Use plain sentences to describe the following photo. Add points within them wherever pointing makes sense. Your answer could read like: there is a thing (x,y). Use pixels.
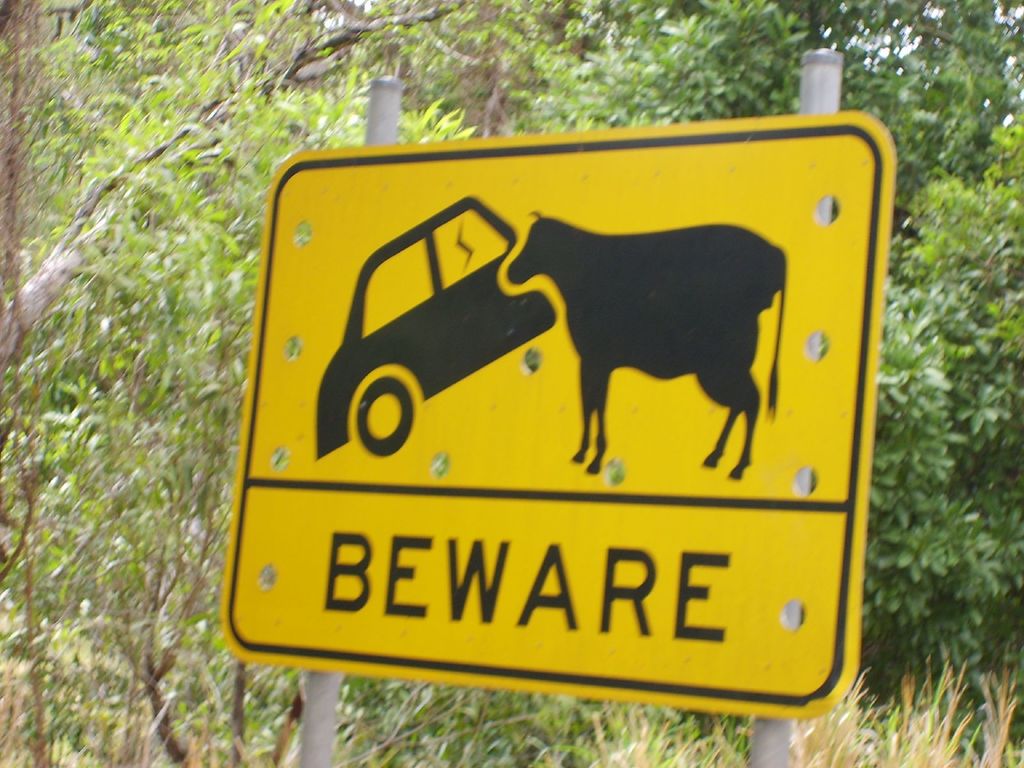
In this image we can see a yellow color sign board (513,337). Behind the board (547,328) so many trees (932,406) are present.
